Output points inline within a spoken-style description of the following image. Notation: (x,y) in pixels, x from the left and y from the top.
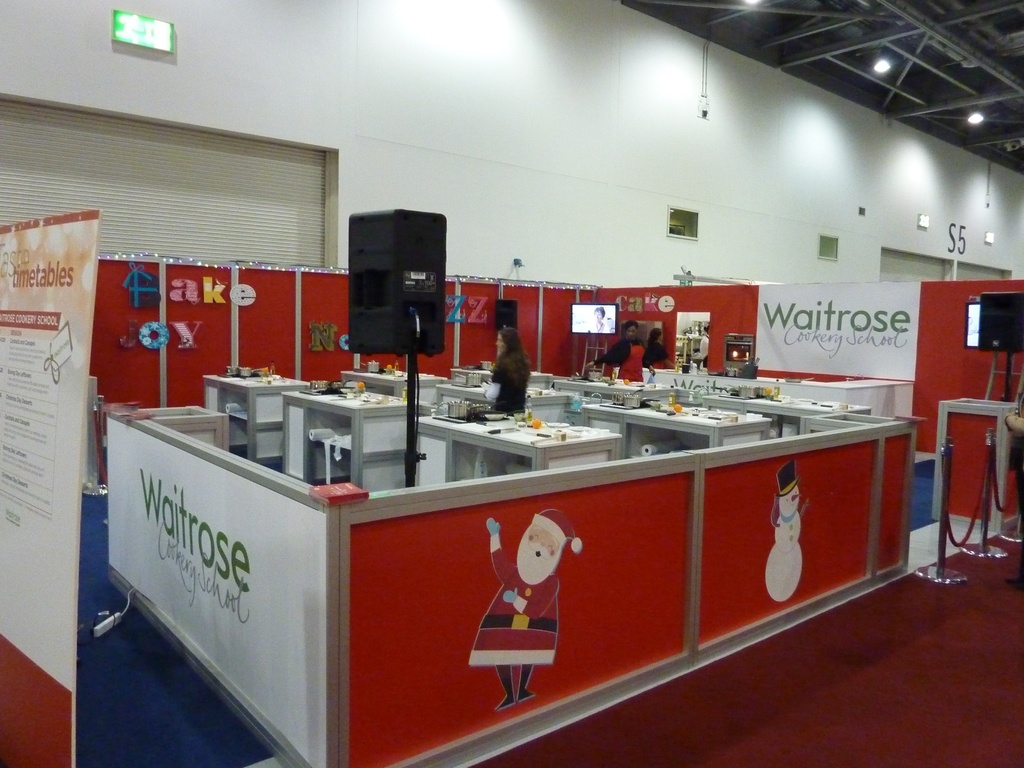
This picture looks like a store (497,477) and I can see an advertisement board (75,564) and a banner (874,321) with some text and couple of women (625,355) standing and I can see a television (595,331) and few tables (402,439) and I can see few lights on the ceiling (859,89) and a speaker (369,325) on the stand (415,428) and I can see few cartoon images (553,535).
